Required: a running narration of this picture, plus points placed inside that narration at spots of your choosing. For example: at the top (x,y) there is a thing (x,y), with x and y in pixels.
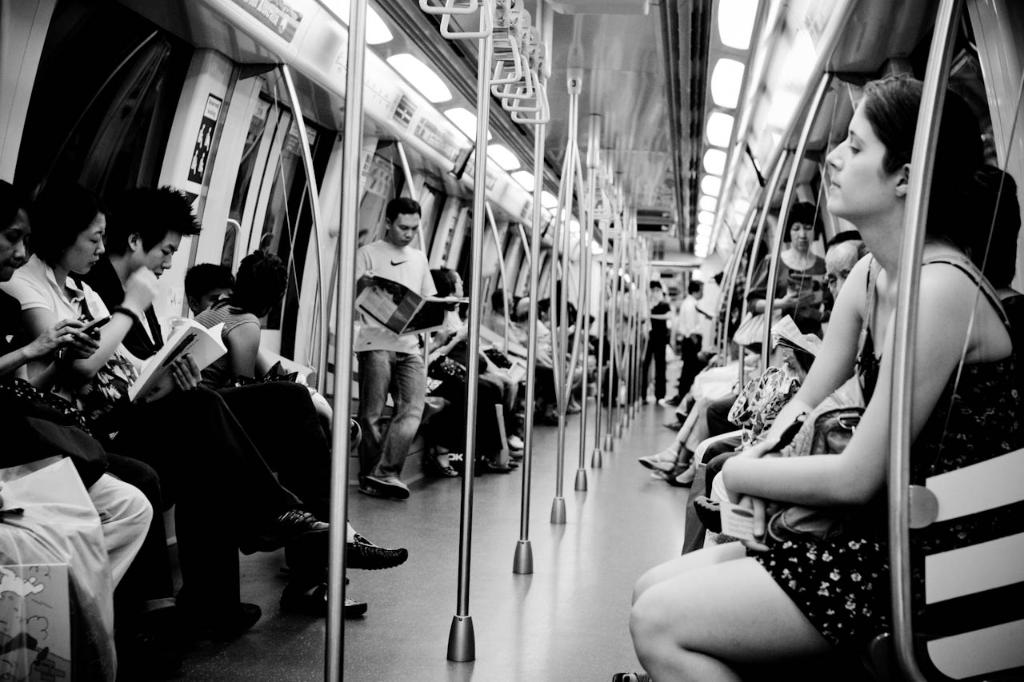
In this picture we can see a metro rail (587,402) where we can see a group of people (393,472) some are sitting and standing. In front (803,550) we can see a woman (864,204) sitting and holding her bag (788,529) on left side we can see a man (384,263) reading newspaper (391,289) and here man (107,341) sitting and reading book (168,359) and the woman (77,256) she is watching the mobile (100,322) and in middle (623,357) we can see some rods (474,302) and hangers (477,36) to hold and in the background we can see some windows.
